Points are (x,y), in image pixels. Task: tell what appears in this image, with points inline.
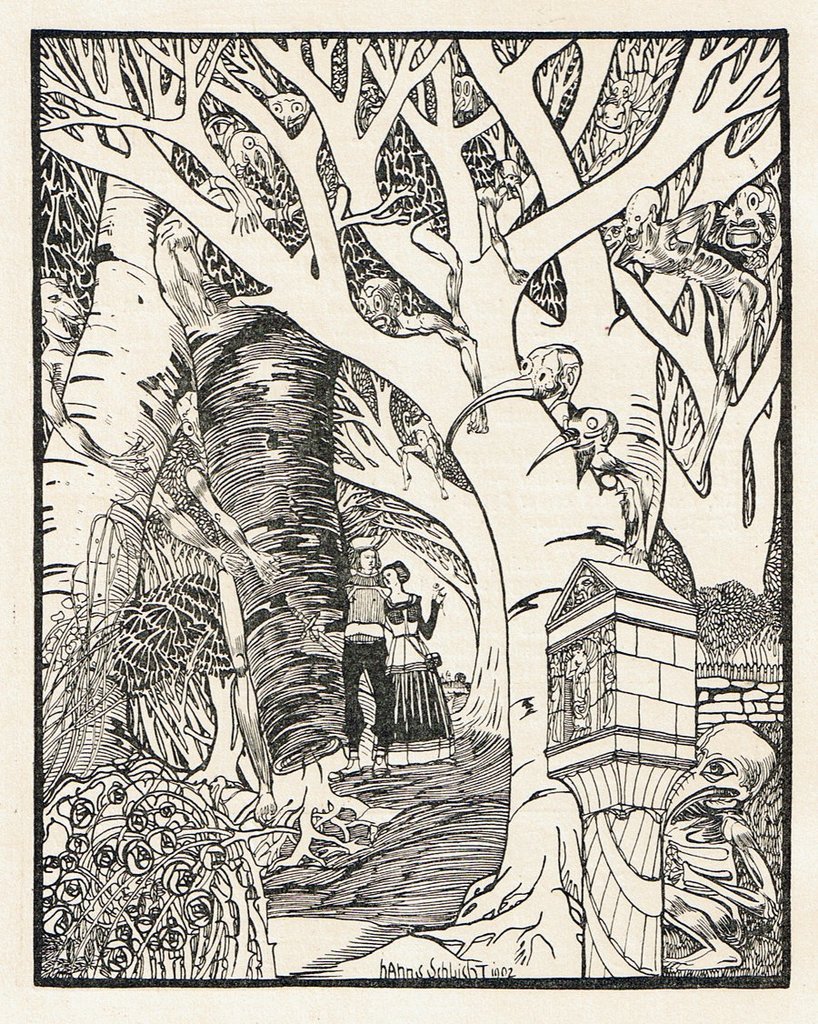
In this image, we can see an art (110,119) contains monsters (691,892) and trees (305,150). There are persons (415,652) in the middle of the image (386,657).
